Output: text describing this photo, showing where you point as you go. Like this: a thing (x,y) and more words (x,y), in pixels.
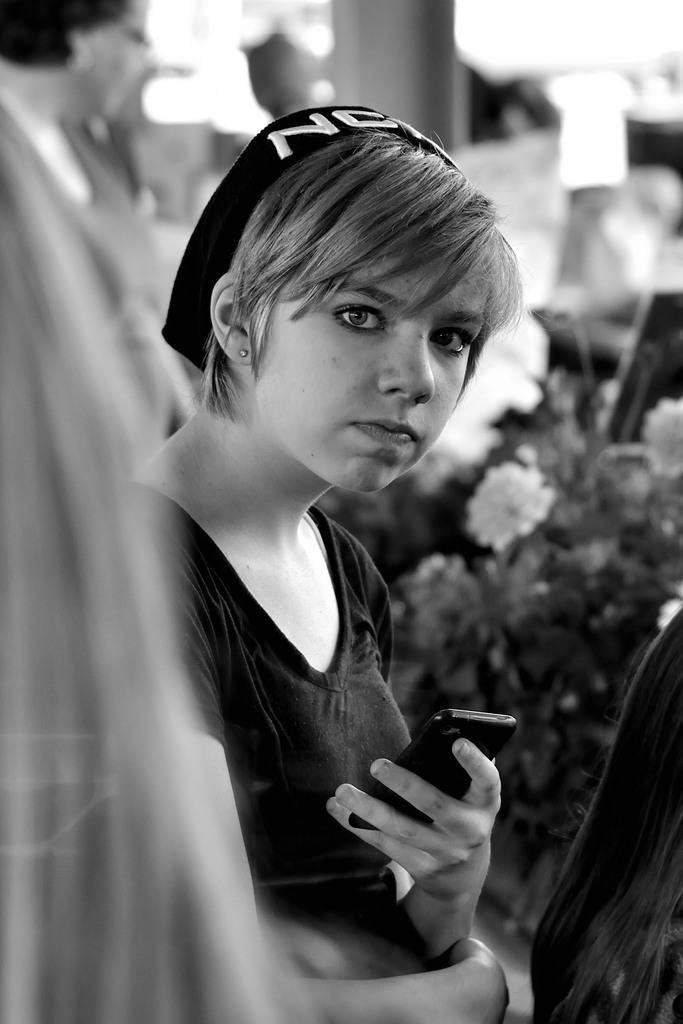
In this image there is a girl (410,992) standing holding mobile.
